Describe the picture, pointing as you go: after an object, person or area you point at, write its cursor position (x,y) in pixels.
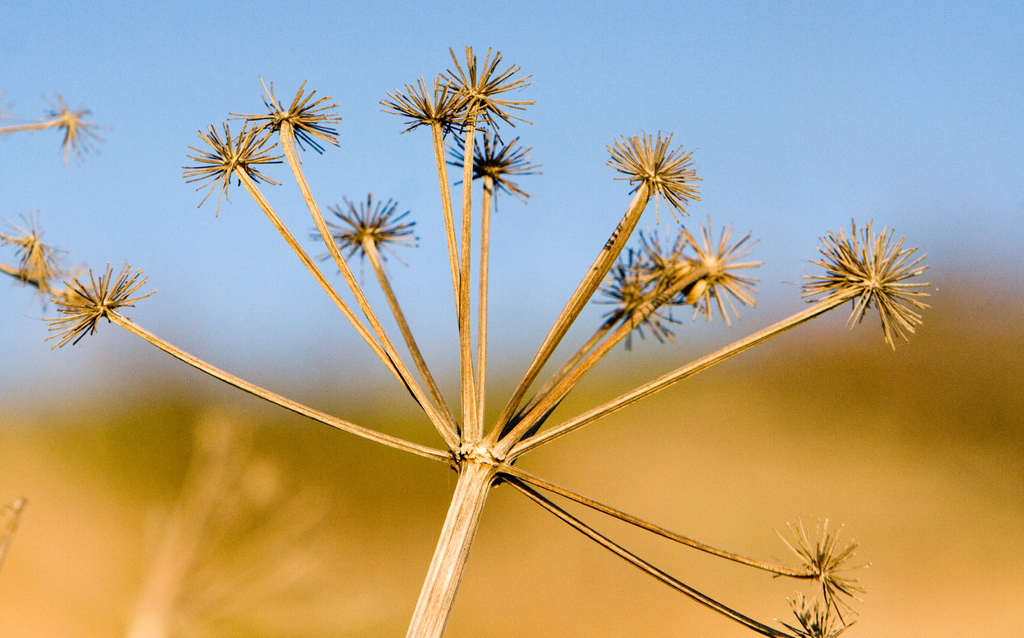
In the foreground of this image (464,358), it seems like a plant (520,475) and the background (180,494) image is blur.
